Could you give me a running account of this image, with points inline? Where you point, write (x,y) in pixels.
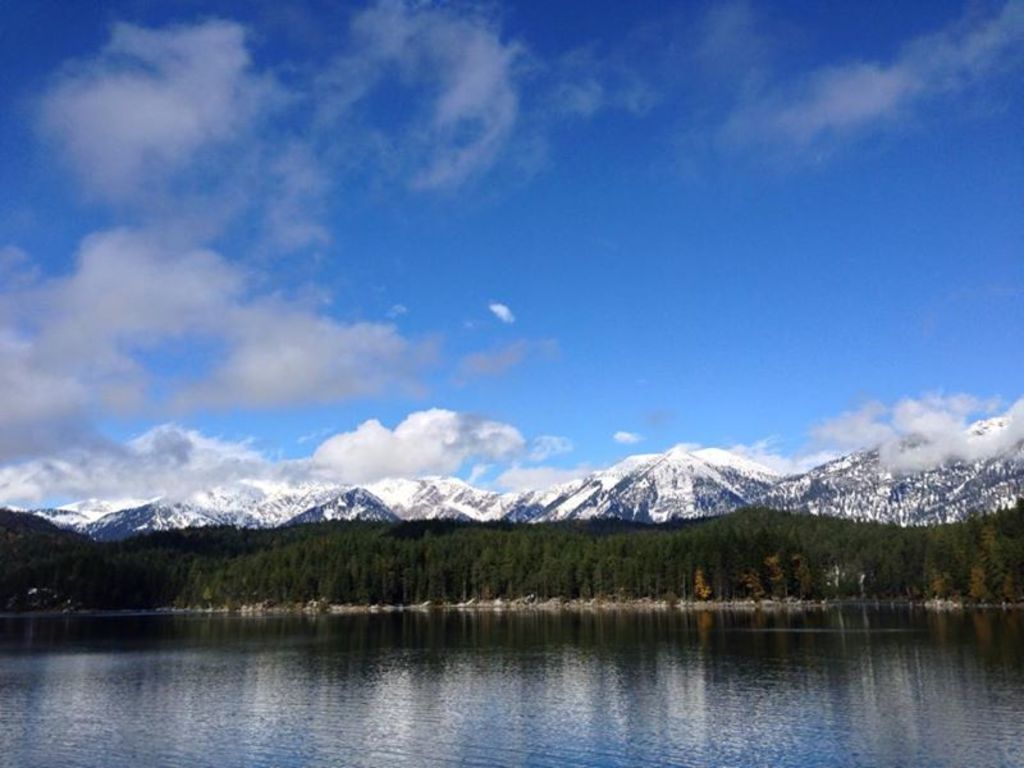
In the image there is a water surface (756,757), behind that there are a lot of trees (259,547) and behind the trees (266,566) there are many mountains (876,487).
